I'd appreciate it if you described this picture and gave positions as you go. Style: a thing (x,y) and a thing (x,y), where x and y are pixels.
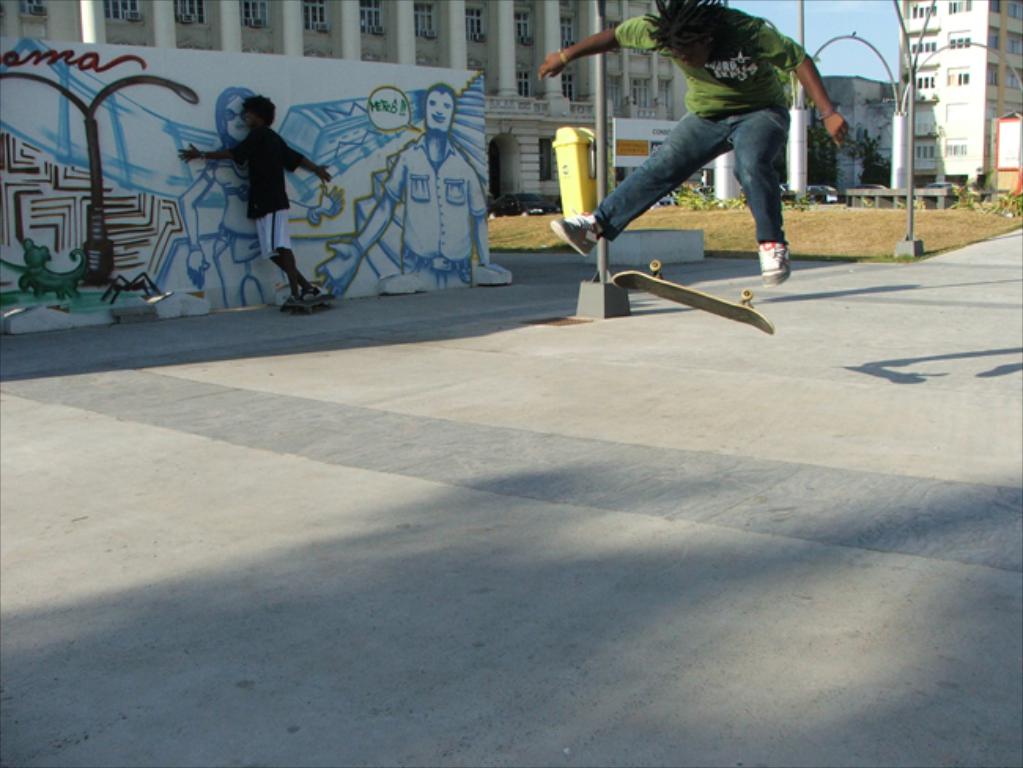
In the middle of the image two persons (259,169) are doing skating. Behind them we can see some poles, banner (238,223), plants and buildings (913,10).
